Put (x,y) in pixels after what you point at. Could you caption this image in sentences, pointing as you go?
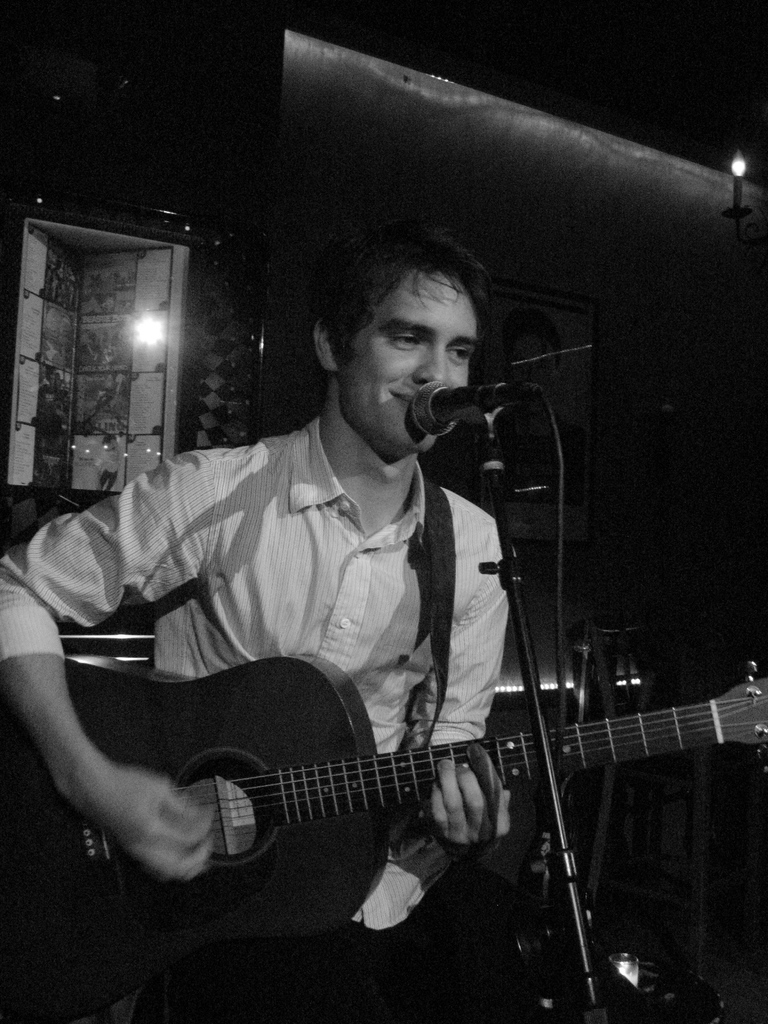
In this picture, there is a man (458,338) standing is holding the guitar (399,781) with his left hand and he is playing the guitar (205,875) with his right hand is smiling and singing, there is a microphone (427,402) in front of him in the backdrop (227,95) there is a wall (211,260).
